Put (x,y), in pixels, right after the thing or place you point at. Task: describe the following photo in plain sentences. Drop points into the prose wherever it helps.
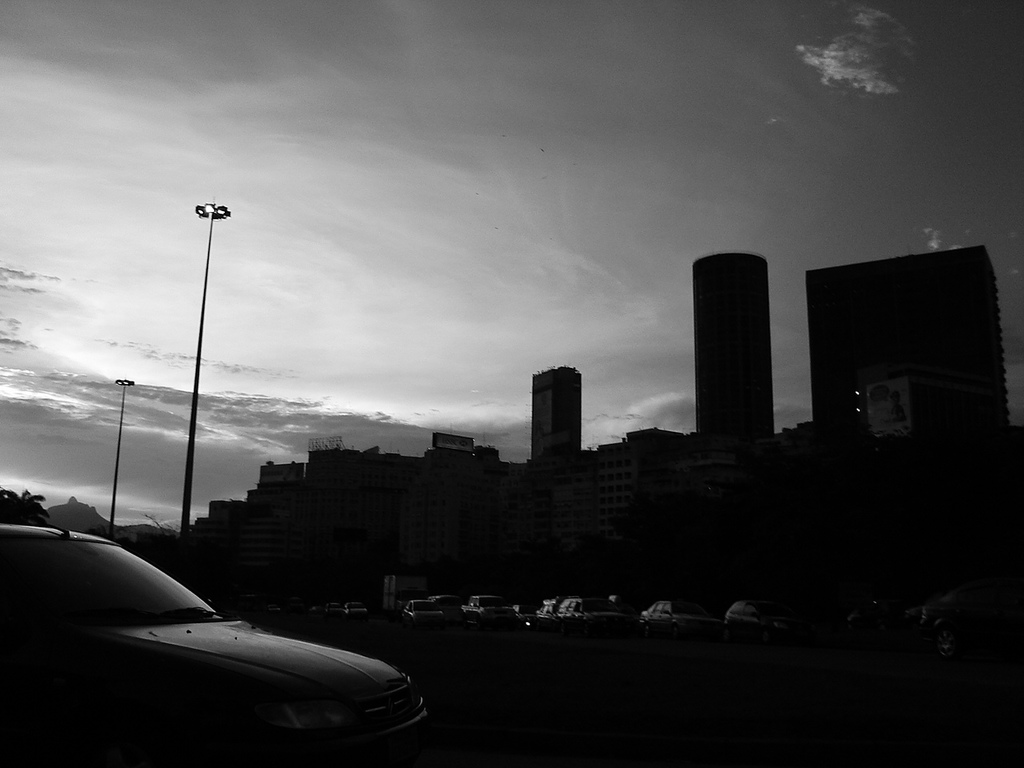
This is a black and white image and here we can see buildings (692,481), vehicles (60,529) on the road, trees (38,518) and there are poles (121,433). At the top (177,167), there are clouds (444,245) in the sky (589,145).
